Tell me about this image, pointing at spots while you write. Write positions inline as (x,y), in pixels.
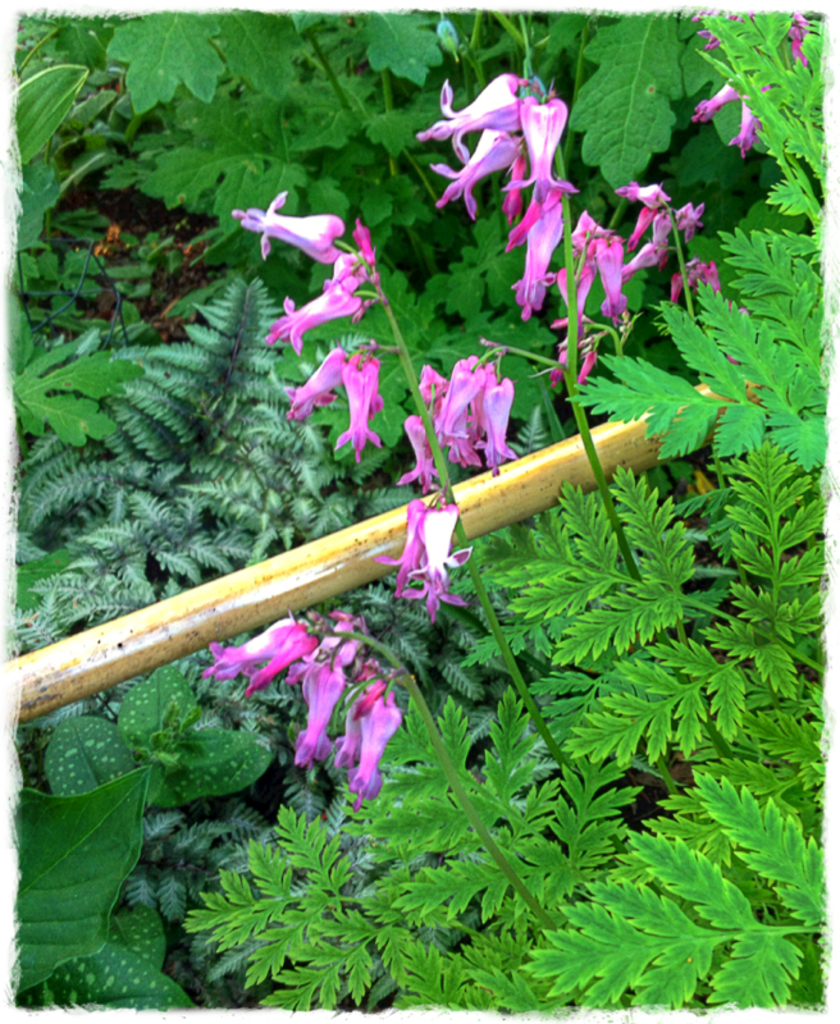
In this picture we can see pink color flowers (621,275) on the plant (758,264). At the bottom (136,916) we can see green leaves (295,903). On the left (93,680) there is a pole (50,681).
